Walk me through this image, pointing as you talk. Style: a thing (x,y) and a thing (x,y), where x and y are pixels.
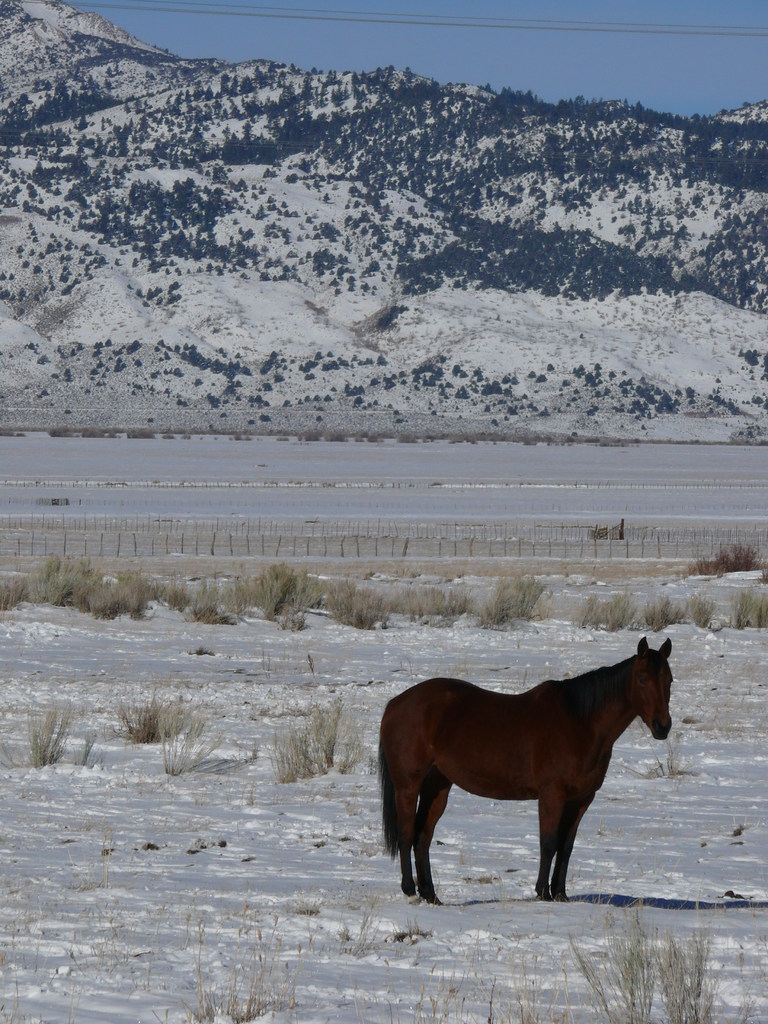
At the bottom of this image (480,698), there is a brown color horse (391,766) on a snow surface (586,869) of a ground (260,879), on which there is grass (676,1013). In the background (679,369), there are mountains (543,143), cables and the blue sky (443,72).
